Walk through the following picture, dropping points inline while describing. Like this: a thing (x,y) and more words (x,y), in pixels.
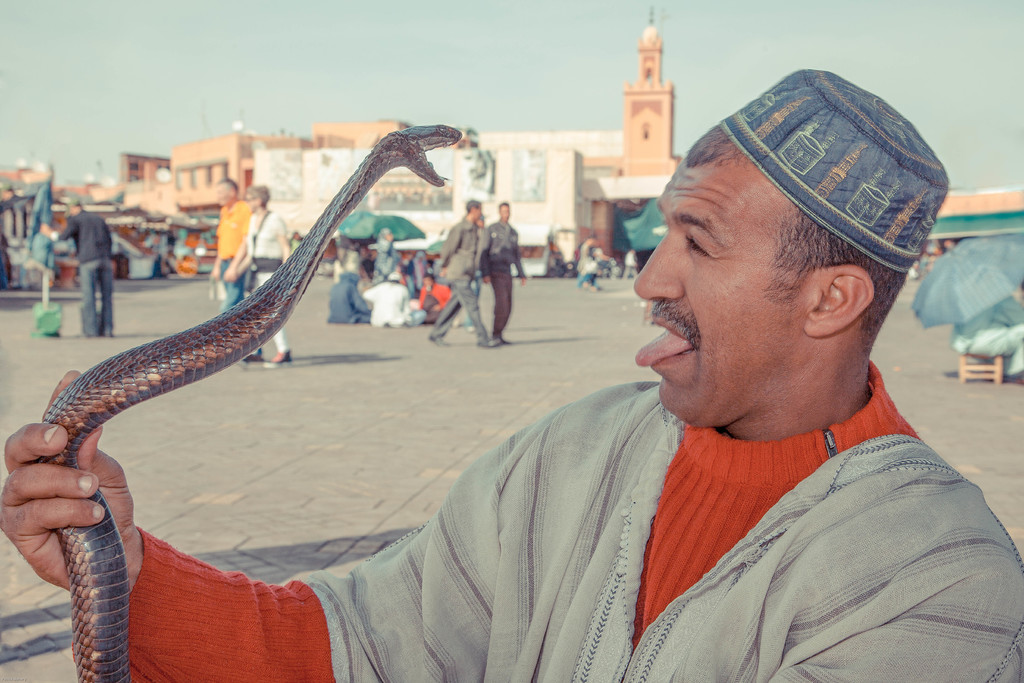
This image is clicked in the city. In the front (675,199) there is a man (496,483) holding a snake (273,326). In the background (2,246), there are many people (1,229) sitting and walking. There is a tower (651,155) and sky (456,44).
